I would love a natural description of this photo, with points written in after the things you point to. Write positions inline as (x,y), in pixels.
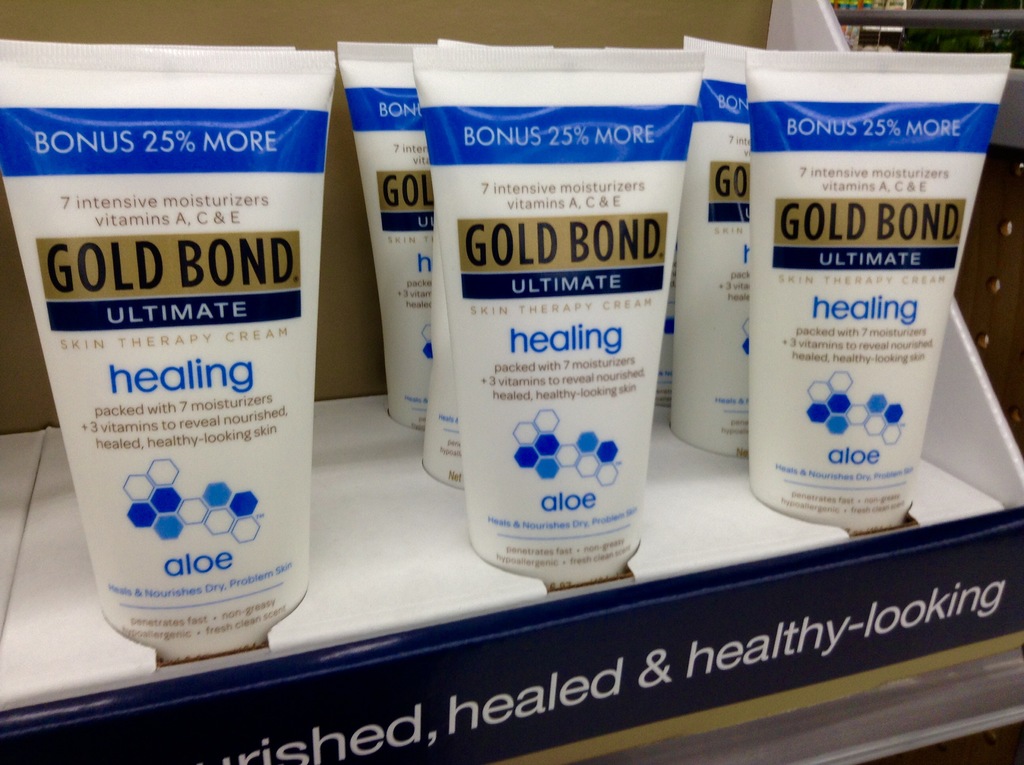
In this picture, we see creams (590,355) placed in the rack (696,464). These bottles (554,396) are in white and blue color with some text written on it. At the bottom (450,658), we see a board (293,713) in black color with some text (504,697) written on it. In the background (699,7), we see a wall (333,22) or a carton box (302,14). This picture might be clicked in the mart (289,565).
